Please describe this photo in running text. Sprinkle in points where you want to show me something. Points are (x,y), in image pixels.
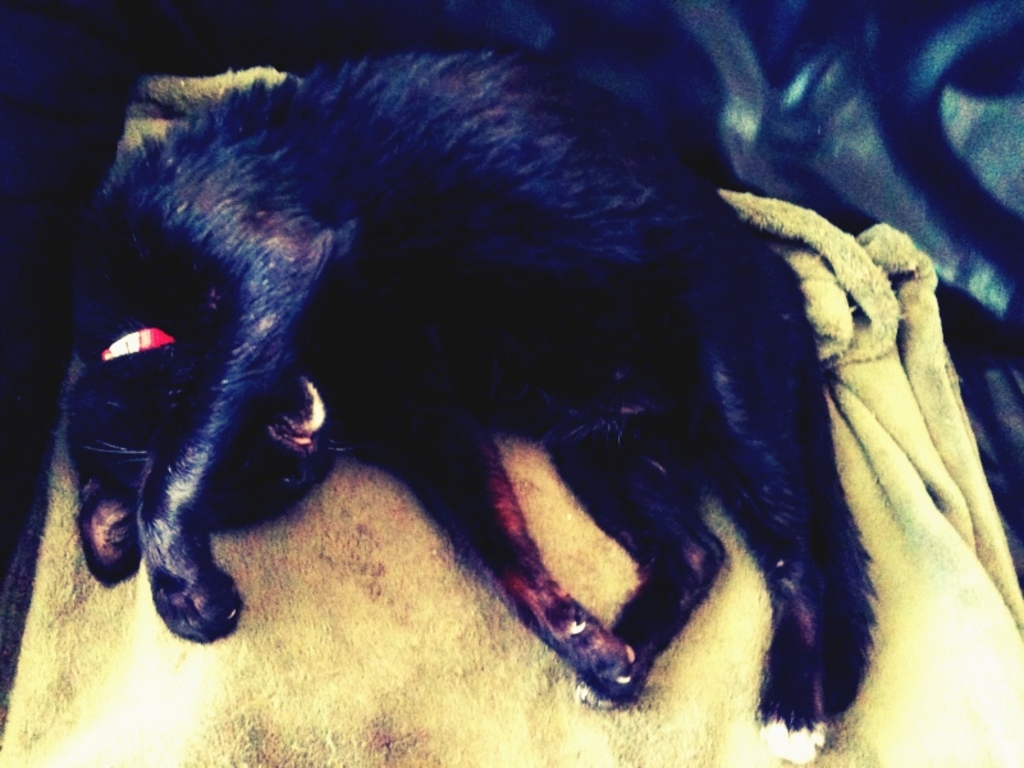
In this picture I can see a black color cat (350,417) on the cloth (843,324) and I can see a red color belt (166,339) on its neck (102,337).
